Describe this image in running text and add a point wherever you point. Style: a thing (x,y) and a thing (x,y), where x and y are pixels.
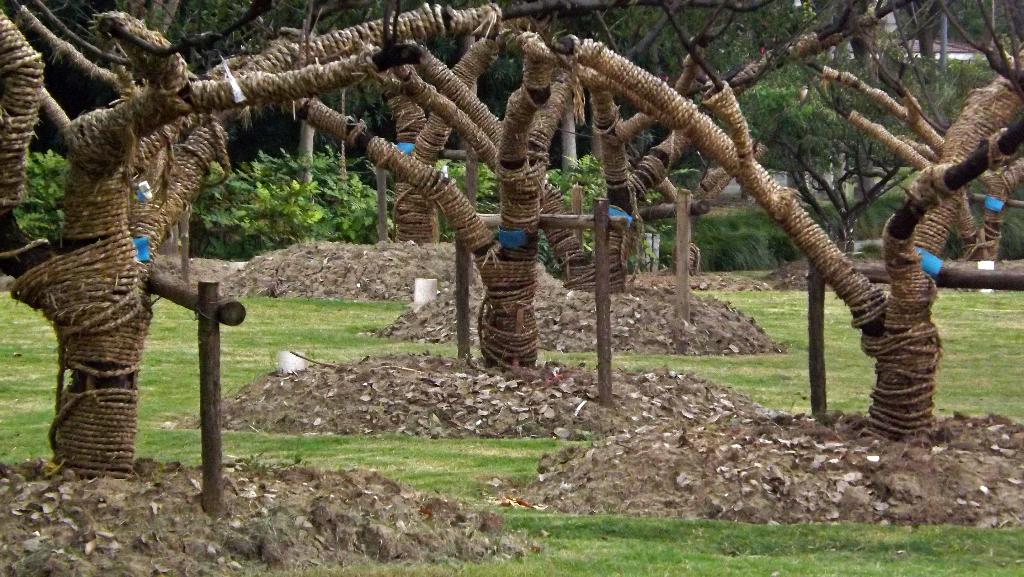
In the center of the image (496,241) we can see a few trees (630,140) are attached to the poles (814,320). And we can see the trees (626,161) are wrapped with the ropes (948,214). At the bottom of the image (538,481), we can see the grass (714,540), soil (558,498) and waste particles (502,412). In the background (769,91), we can see trees (350,5) and some objects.
